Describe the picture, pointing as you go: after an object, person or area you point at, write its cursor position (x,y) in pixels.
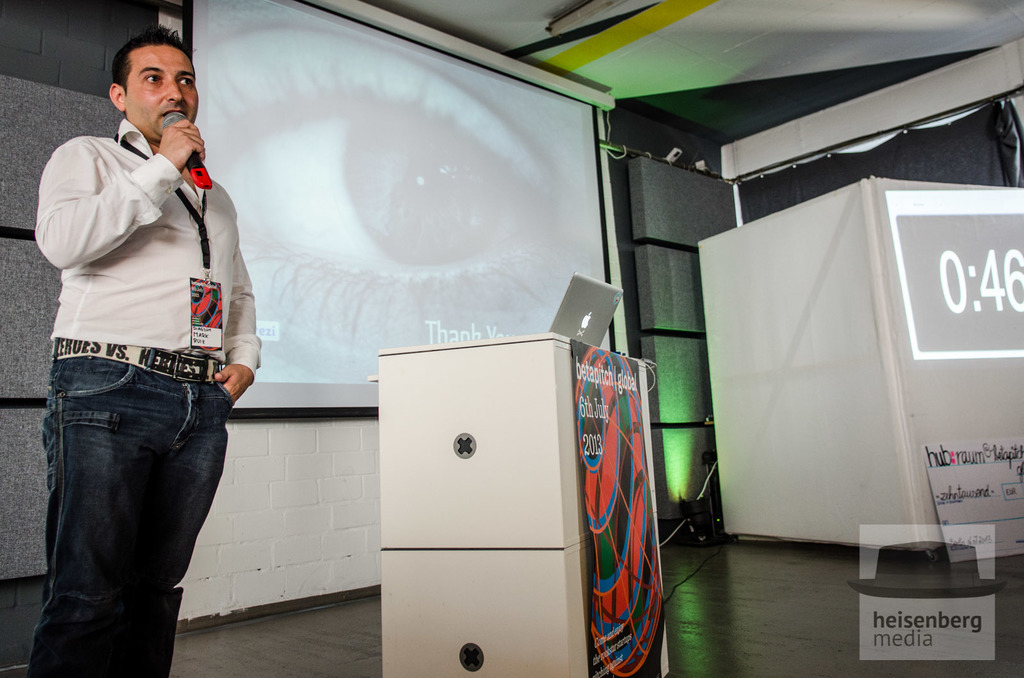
In this image there is a person (113,338) standing and holding a mic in his hand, in front of him there is a table (535,503) with a laptop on top of it, behind him there is a screen (387,277) hanging on the wall (703,400) and the other side of the image there are objects (834,292) with some text (968,458).
